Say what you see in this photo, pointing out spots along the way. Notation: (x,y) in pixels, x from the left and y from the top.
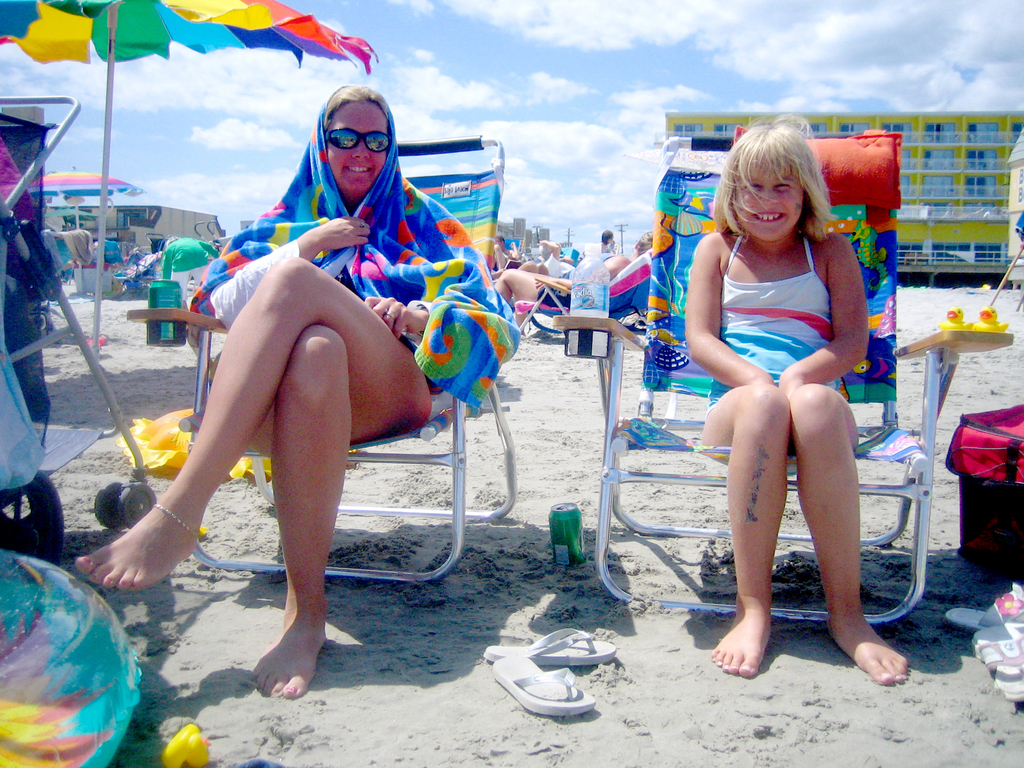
In the picture we can see the beach sand surface (139,593), on it we can see a woman (344,233) and a girl (851,319) are sitting on the chairs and behind them, we can see some people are also sitting and laying on the benches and behind it we can see the building (962,164) with windows (991,155) and in the background (655,11) we can see the sky (655,11) with clouds (633,184).
